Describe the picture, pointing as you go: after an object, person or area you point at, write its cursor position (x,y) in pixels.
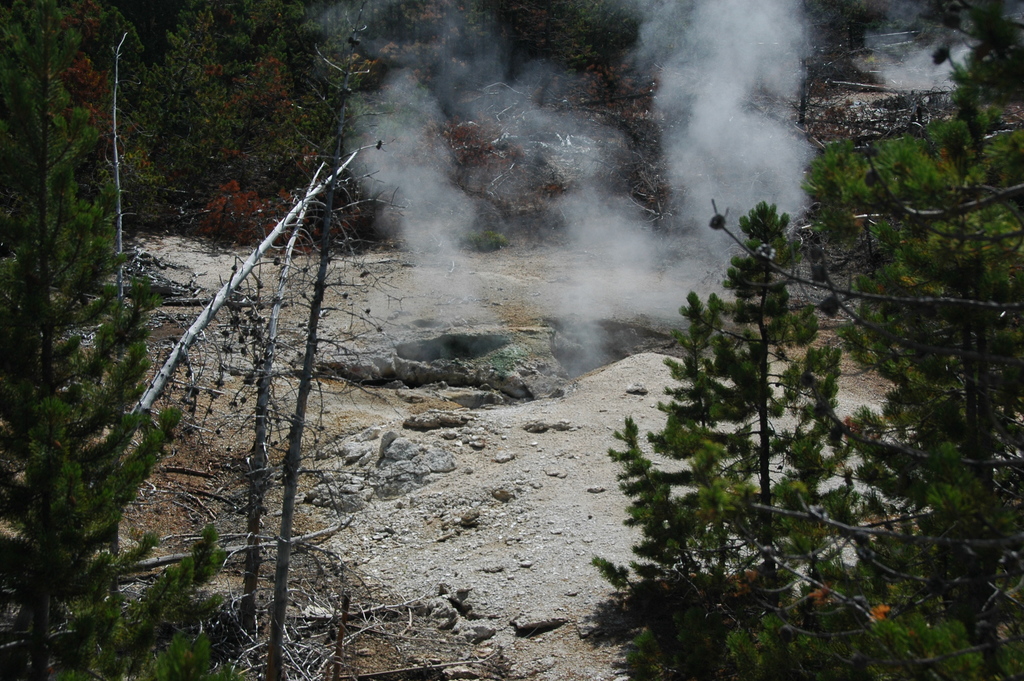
In this picture there are few rocks (451,416) and there are trees (535,63) around it.
